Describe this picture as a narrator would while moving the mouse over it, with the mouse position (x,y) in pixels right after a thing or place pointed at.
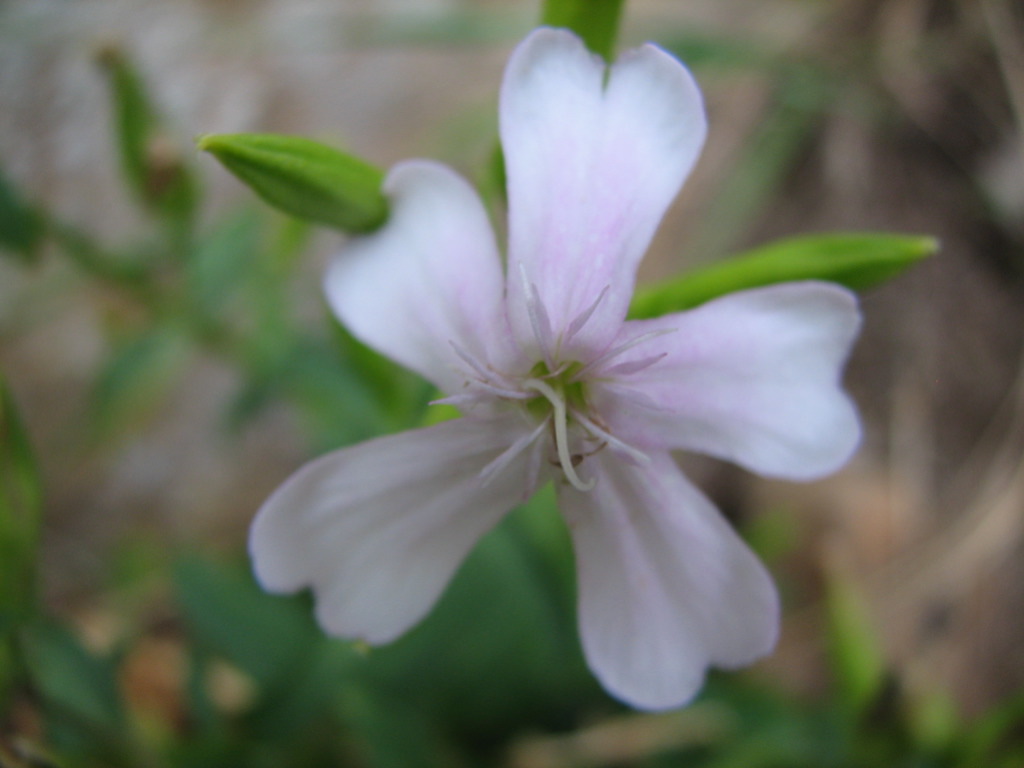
In this picture there is a flower (614,382) which is in light pink color and the background is greenery (372,351).
